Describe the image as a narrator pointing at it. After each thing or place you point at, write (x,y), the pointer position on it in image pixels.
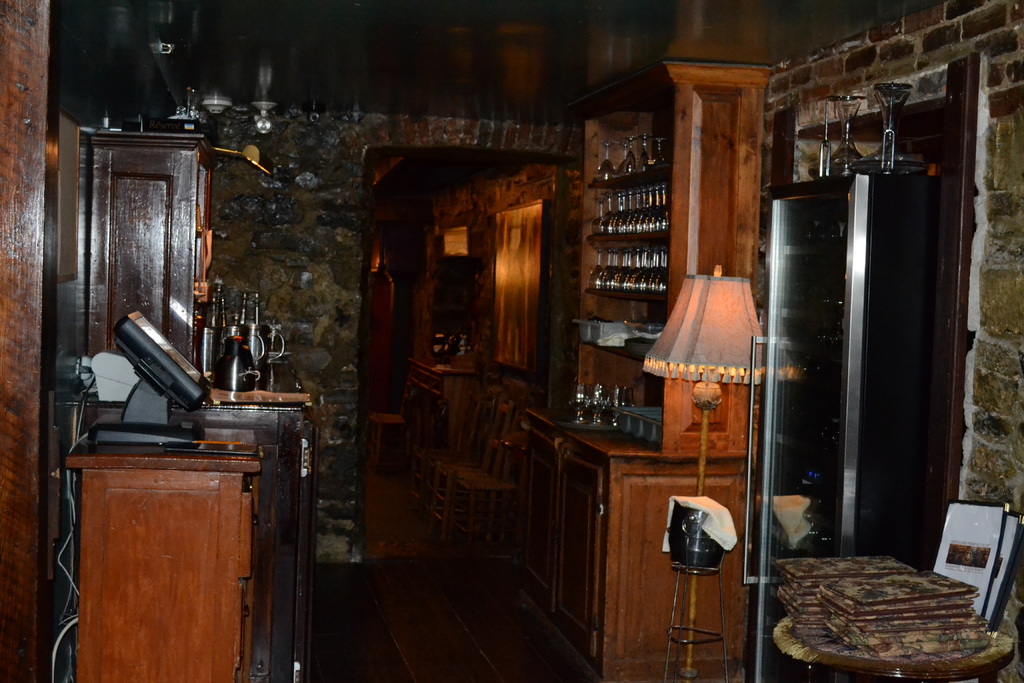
In the picture I can see the books (858,563) on the wooden round table (955,664) on the bottom right side (901,669). There is a table lamp (689,652) on the right side (704,331). I can see the wine glasses (640,191) on the wooden shelves (667,235) on the right side (691,171). I can see an electronic device (188,390) on the wooden drawer (216,549) on the left side (172,438). In the background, I can see another wooden drawer (172,188). There are wooden chairs (490,426) on the floor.
